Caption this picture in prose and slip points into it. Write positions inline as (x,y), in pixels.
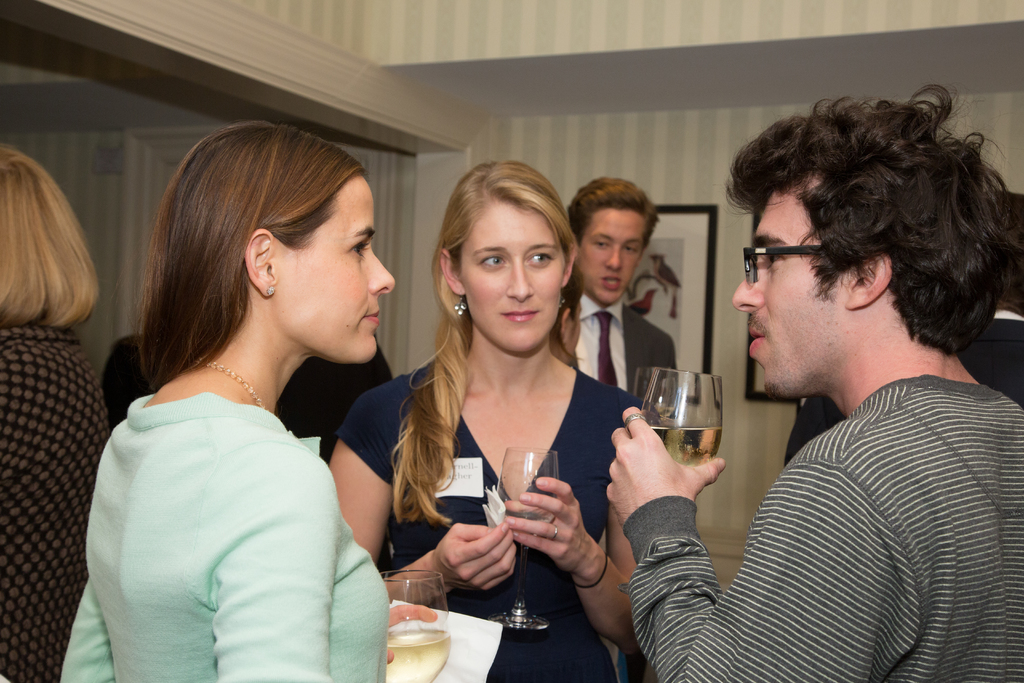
In this image there are some persons (963,442) standing and some of them are holding glasses (546,491) and tissues (492,507), and in the background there are some photo frames (712,314) on the wall (719,301).
